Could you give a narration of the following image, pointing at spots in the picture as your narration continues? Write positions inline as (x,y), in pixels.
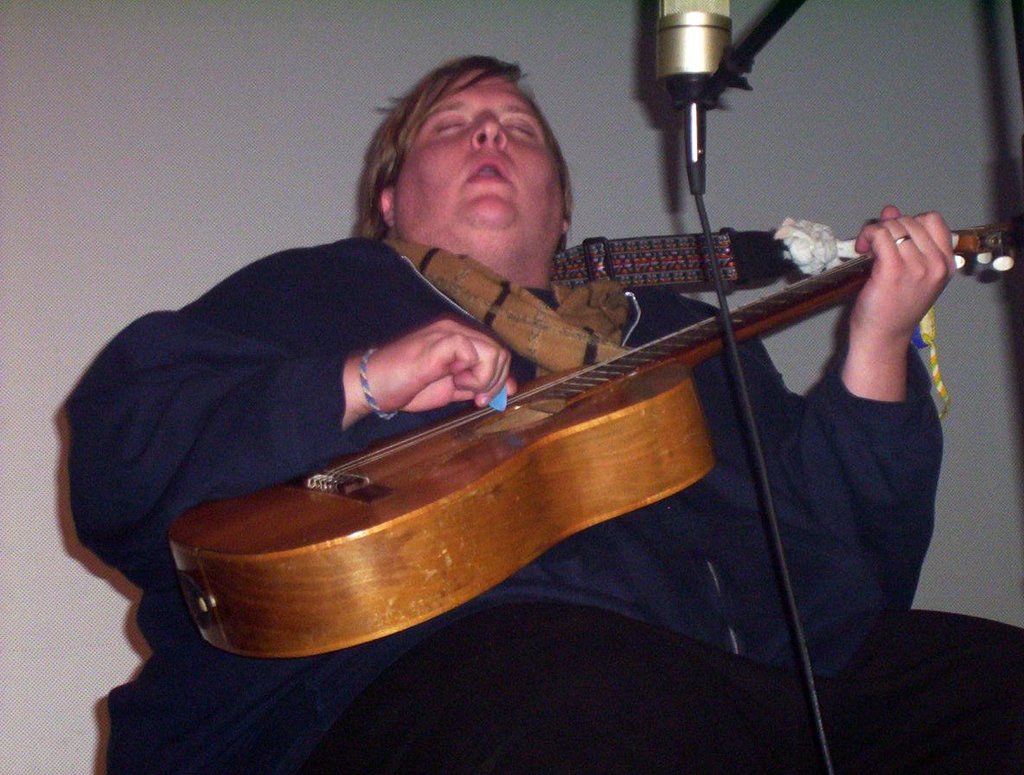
In this picture we can see a person (633,651) is sitting and playing a guitar (488,458), there is a microphone (709,28) in front of this person (514,256), in the background (211,146) we can see a wall (193,112).
